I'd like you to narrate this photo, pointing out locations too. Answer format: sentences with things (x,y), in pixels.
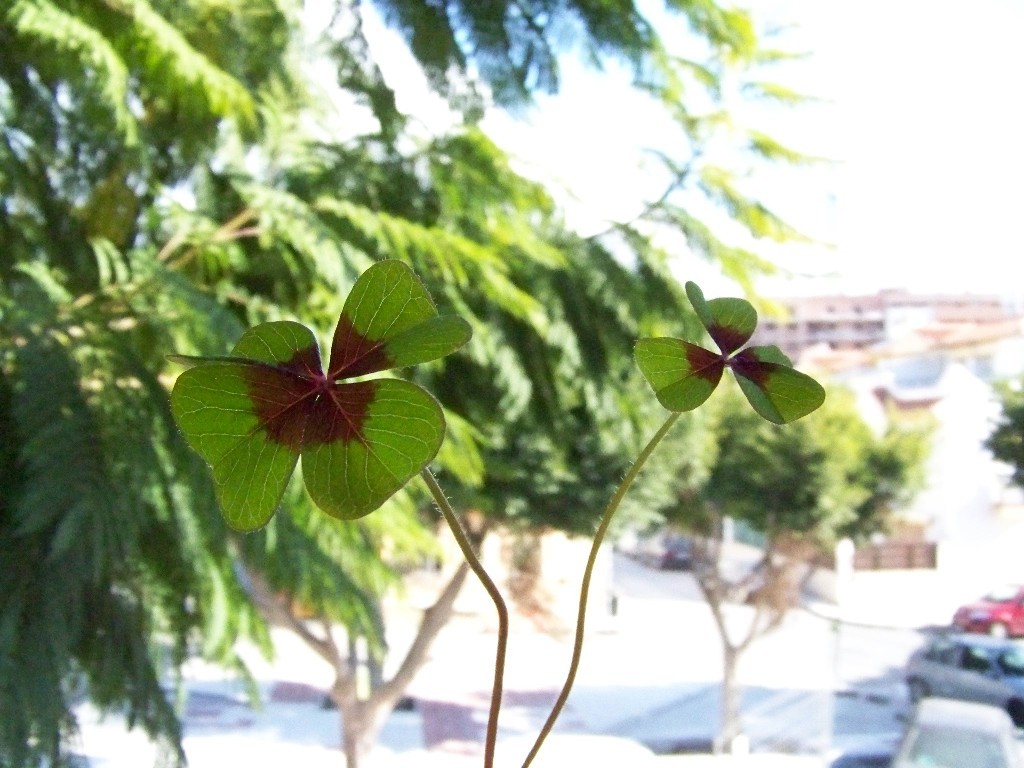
In this picture there are few leaves (277,454) of a plant (321,392) which has red color in between it and there is a tree (150,246) in the left corner (112,249) and there are few buildings (966,412) and vehicles (950,673) in the right corner (923,358).
